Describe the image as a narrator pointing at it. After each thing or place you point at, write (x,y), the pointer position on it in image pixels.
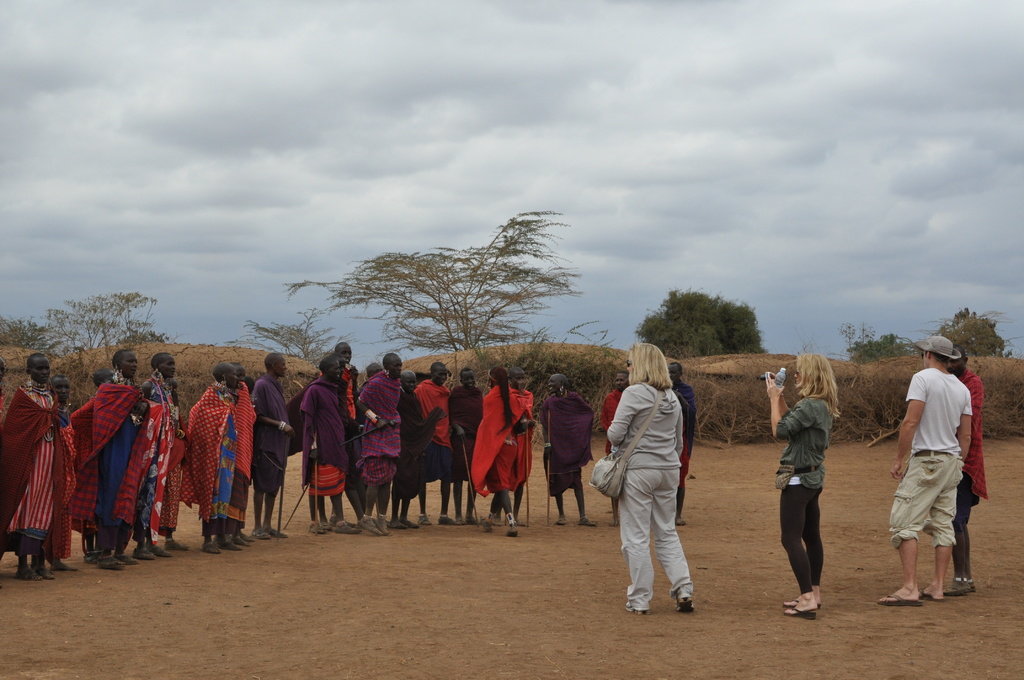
In this picture there is a woman (647,444) who is wearing t-shirt (655,457), trouser (657,472) and shoe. Beside her we can see another woman (793,437) who is holding a camera (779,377). Here we can see a man (925,432) who is wearing white t-shirt (936,440), trouser (920,480), cap (935,339), goggle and slipper (921,594). On the left (35,446) we can see group of persons (448,493) standing on the ground (393,546). In the back (1008,391) we can see plants (580,366) and trees (527,283). On the top (515,42) we can see sky (618,68) and clouds (575,64).
